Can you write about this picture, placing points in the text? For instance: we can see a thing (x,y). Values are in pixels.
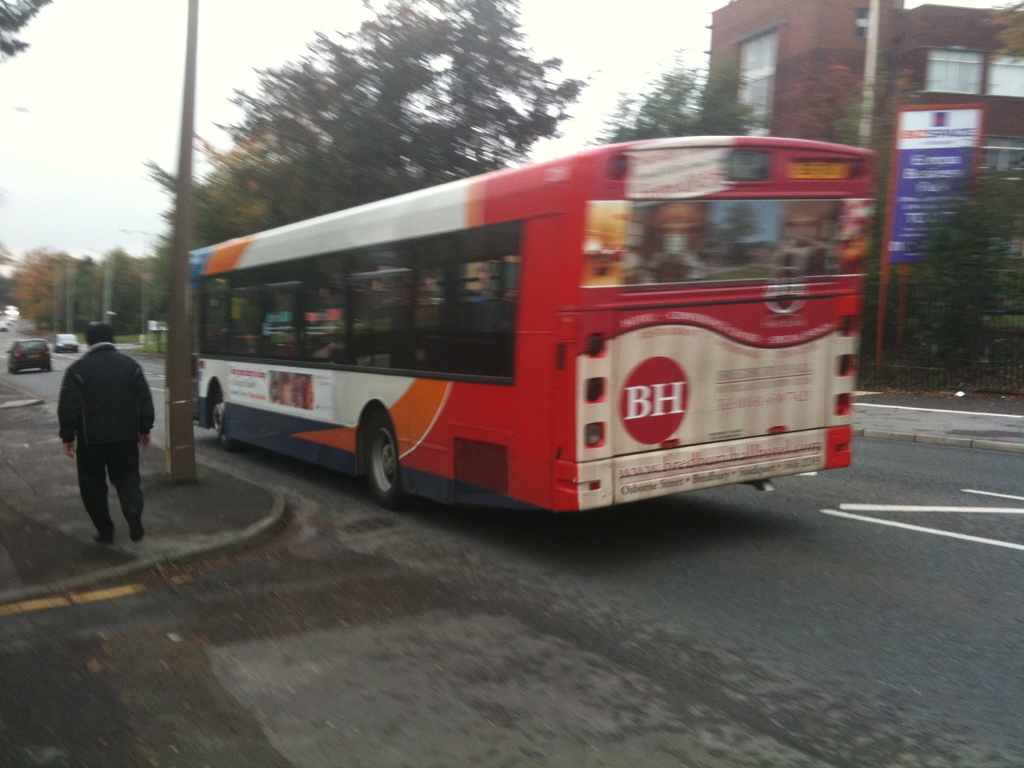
On the left (123,407) a person (123,407) is walking on the footpath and there is a pole (195,10) on it and we can see vehicles (342,401) on the road (481,735). In the background (342,125) there are trees (941,262), poles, building (851,61), windows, board (913,206) and sky (171,68).
